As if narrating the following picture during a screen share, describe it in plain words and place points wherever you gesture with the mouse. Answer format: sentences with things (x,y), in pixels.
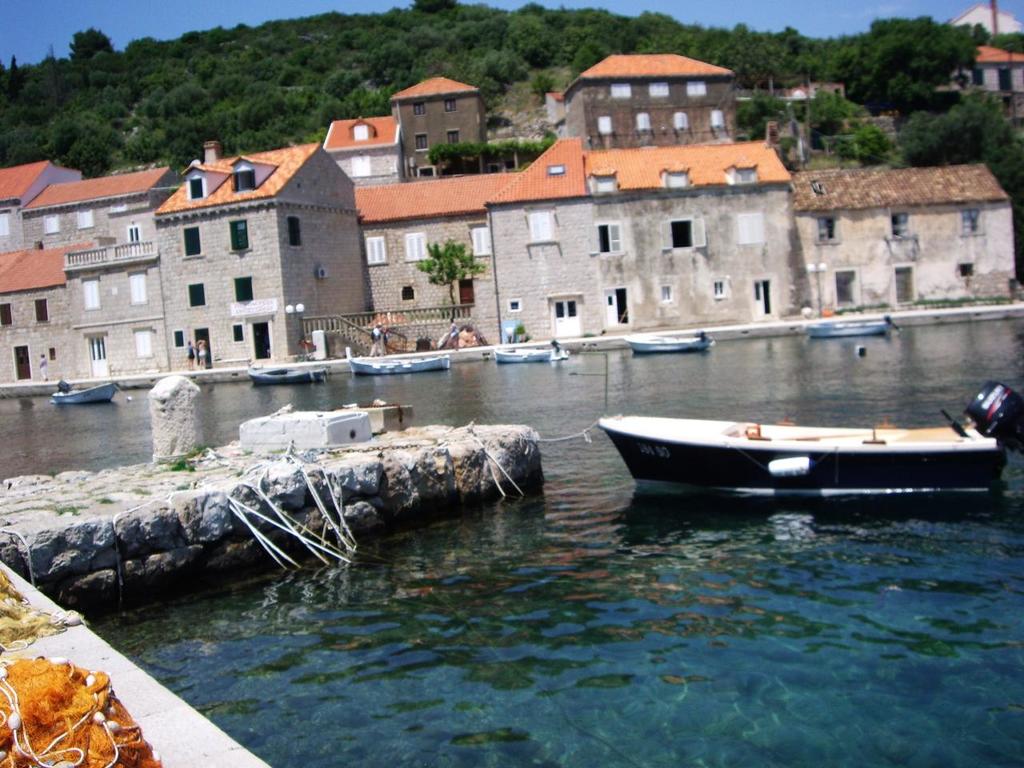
In this image there are buildings (594,237). At the bottom (405,692) there is water (237,417) and we can see boats (657,417) on the water (498,621). In the background (270,101) there are trees (907,135), hill (731,41) and sky (762,4).
